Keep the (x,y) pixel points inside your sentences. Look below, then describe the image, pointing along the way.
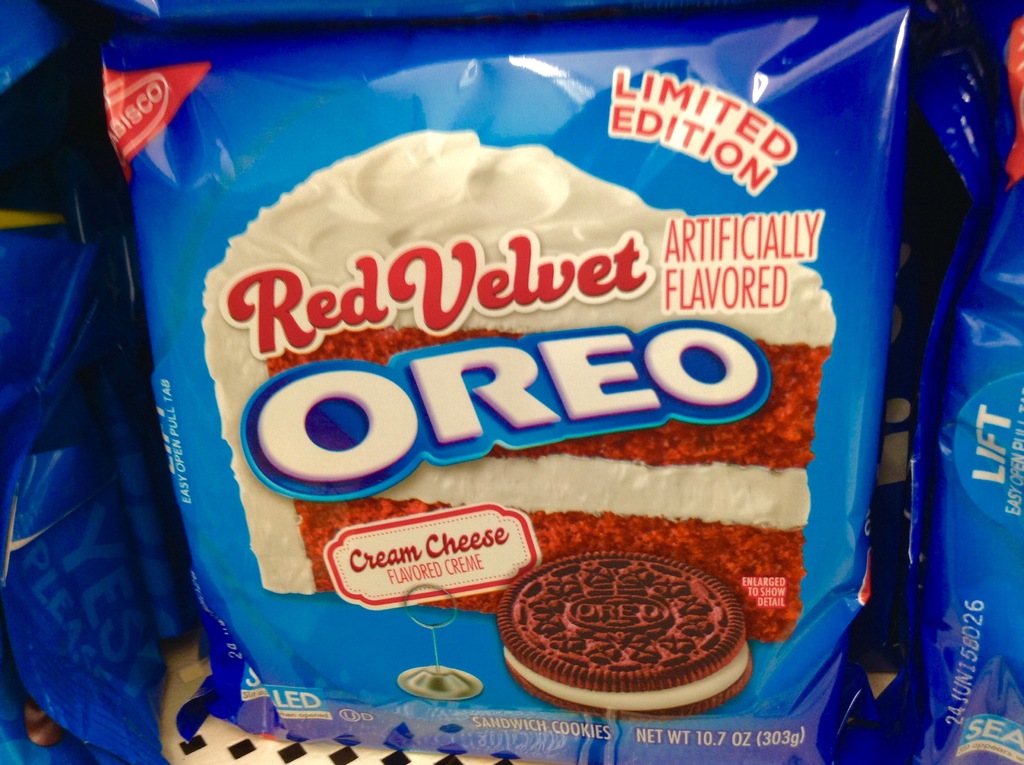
In this image we can see packs (430,437) of Oreo biscuits (369,524).
